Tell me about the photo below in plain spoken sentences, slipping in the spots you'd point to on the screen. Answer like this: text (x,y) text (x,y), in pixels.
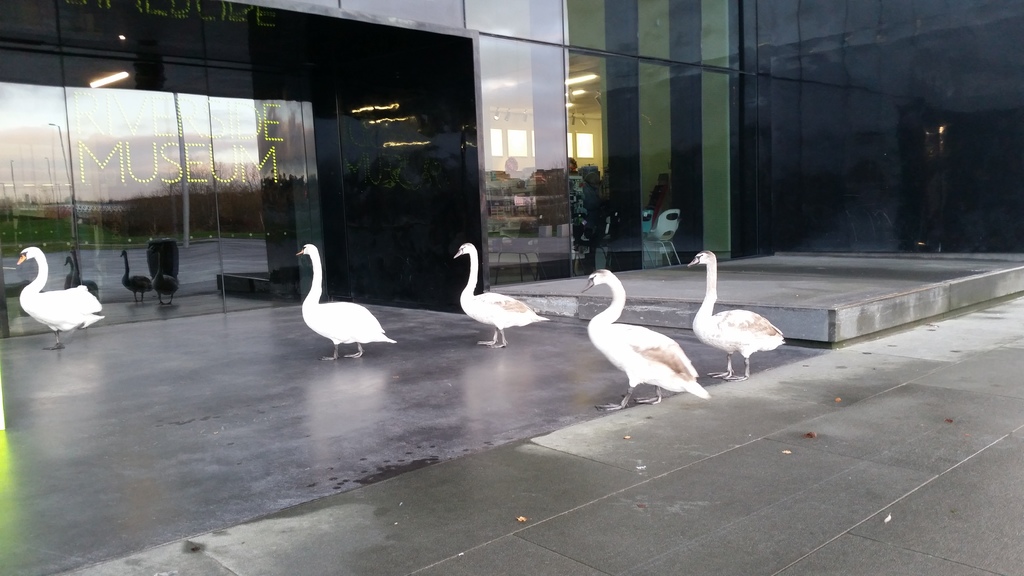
In this image we can see few birds (653,402) on the floor (674,406), there is a building (300,162) with text (180,145) and we can see the reflection (120,214) of few trees (92,222), birds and the sky (134,155) on the glass (265,133) of a building (411,107), and through the glass (661,237) we can see chairs (666,225), windows (514,137), lights (588,83) to the ceiling (584,62) and few objects (604,178) inside the building (622,182).
